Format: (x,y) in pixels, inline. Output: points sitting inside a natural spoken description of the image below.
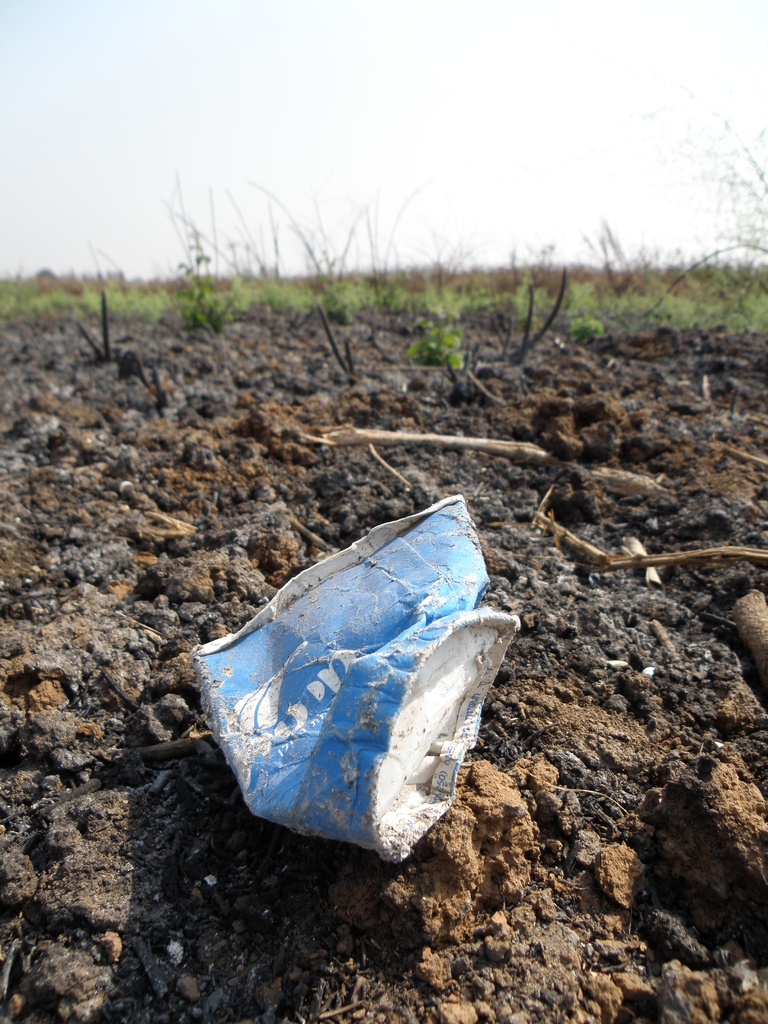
In this picture we can see an object (457,702) on soil (19,570). In the background of the image (686,292) we can see grass (686,292), plants (381,278) and sky (311,164).
